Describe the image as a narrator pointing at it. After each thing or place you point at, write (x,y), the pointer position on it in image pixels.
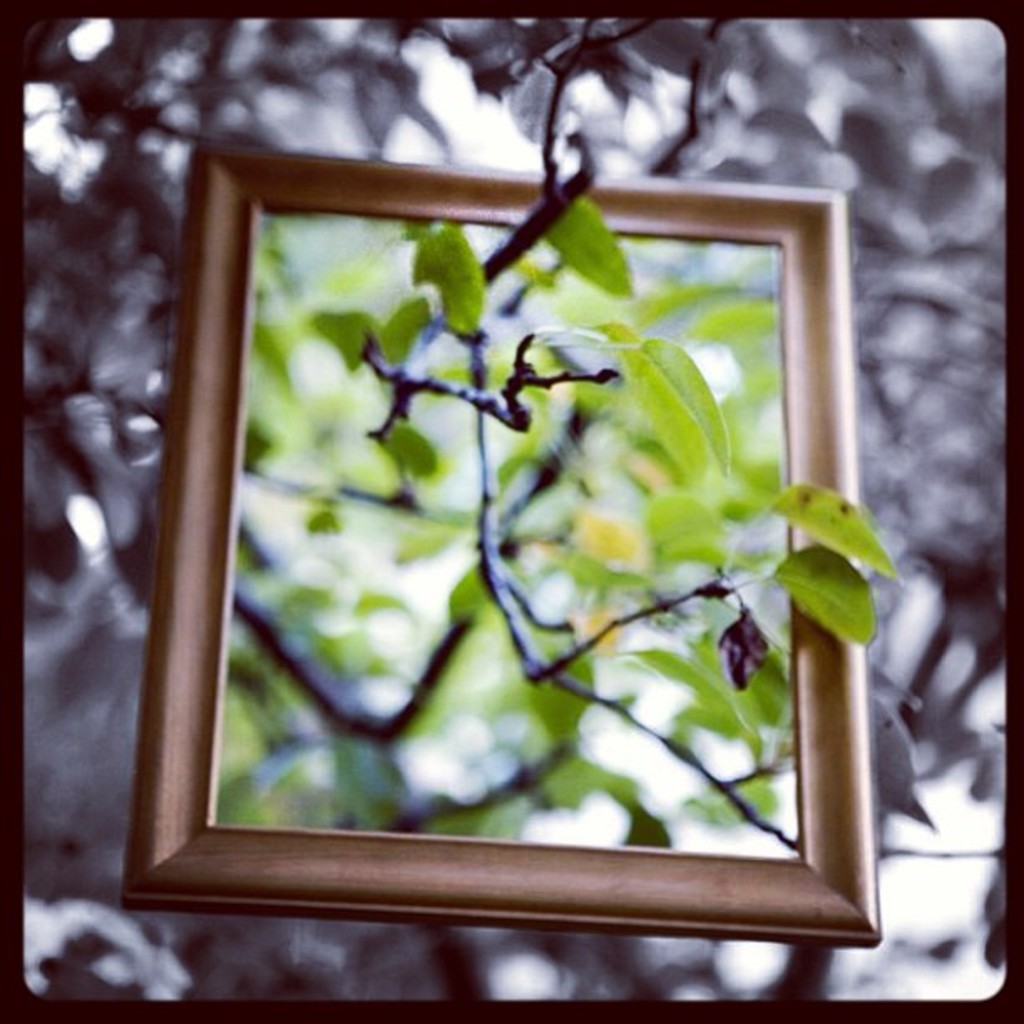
In this image we can see a frame (744,235) and a branch (710,586) of a tree (678,486) with blur background (900,272).
